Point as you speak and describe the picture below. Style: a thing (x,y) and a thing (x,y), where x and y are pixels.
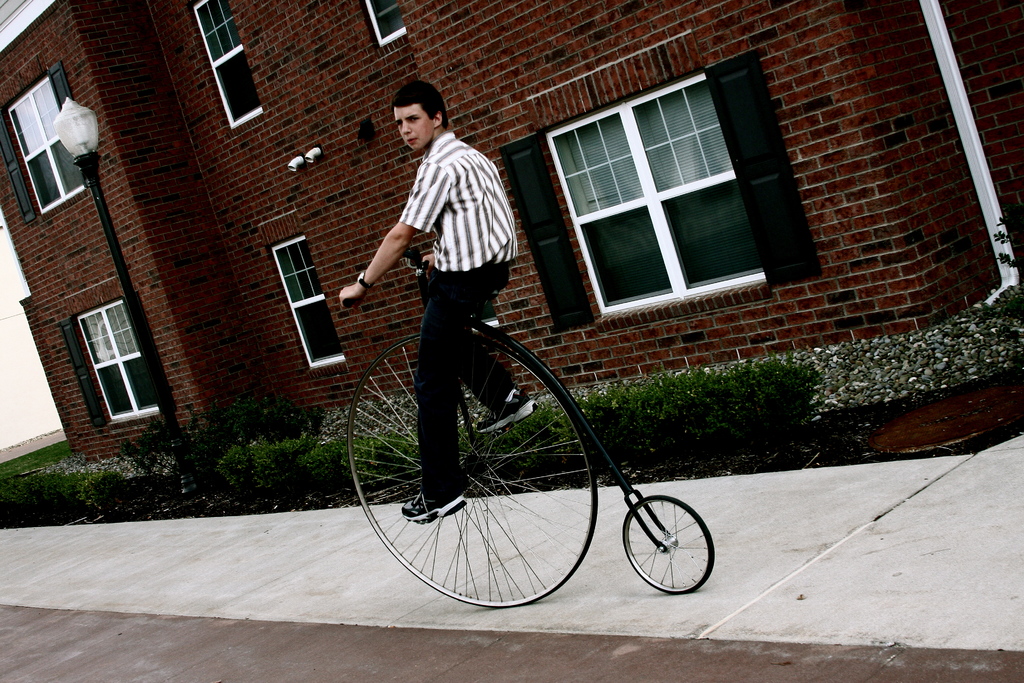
A person (471,210) wearing a black and white shirt (439,234) is wearing a watch (363,283) is riding a penny-farthing bicycle (533,454) on the sidewalk (200,532). Behind that there are bushes (645,430). Some pebbles (879,345) are also there near the house (897,287). For the house (257,175) it is red brick (245,233) and windows (617,222) are there. And there is light stand (83,145) near the bushes (202,433).
